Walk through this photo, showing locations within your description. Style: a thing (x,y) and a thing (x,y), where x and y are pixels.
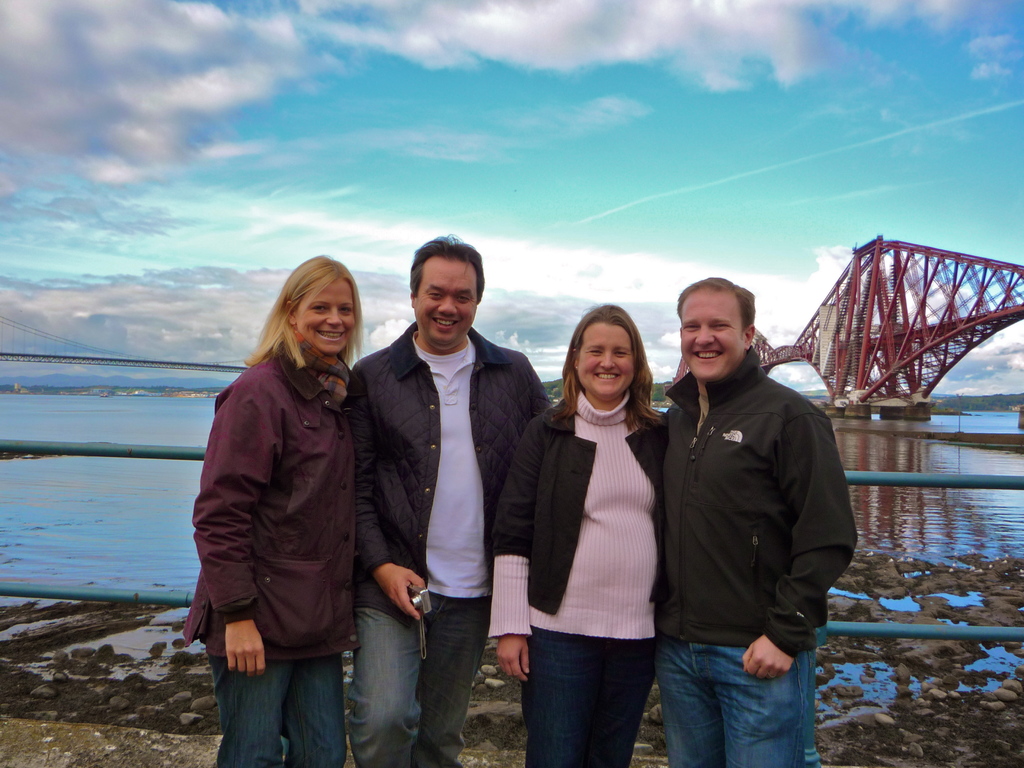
In this image we can see four persons (466,544), one of them is holding a camera (420,599), behind them there is a bridge (899,290), there are rocks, also we can see the water (111,636), and the cloudy sky (468,217).
